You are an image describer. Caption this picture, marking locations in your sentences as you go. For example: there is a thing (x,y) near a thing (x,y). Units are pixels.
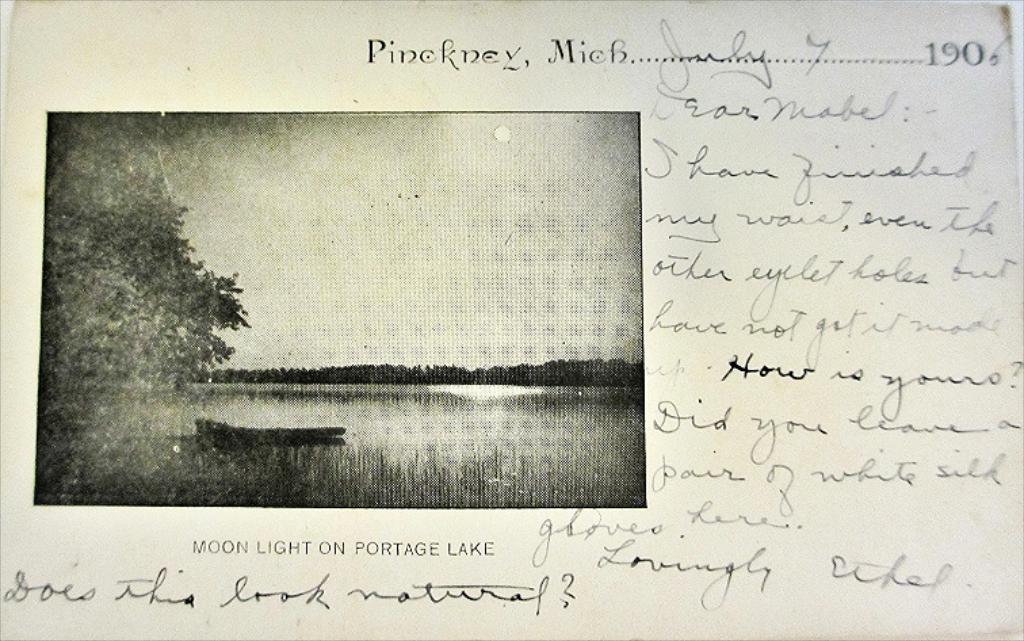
In this image there is one paper (629,301) on the right side (919,234) there is text (835,95), and on the left side (151,378) there is one photo (213,356) and in the photo (199,407) there is one boat (226,432), lake (272,426) and some trees (403,369) sky (488,246) and moon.
